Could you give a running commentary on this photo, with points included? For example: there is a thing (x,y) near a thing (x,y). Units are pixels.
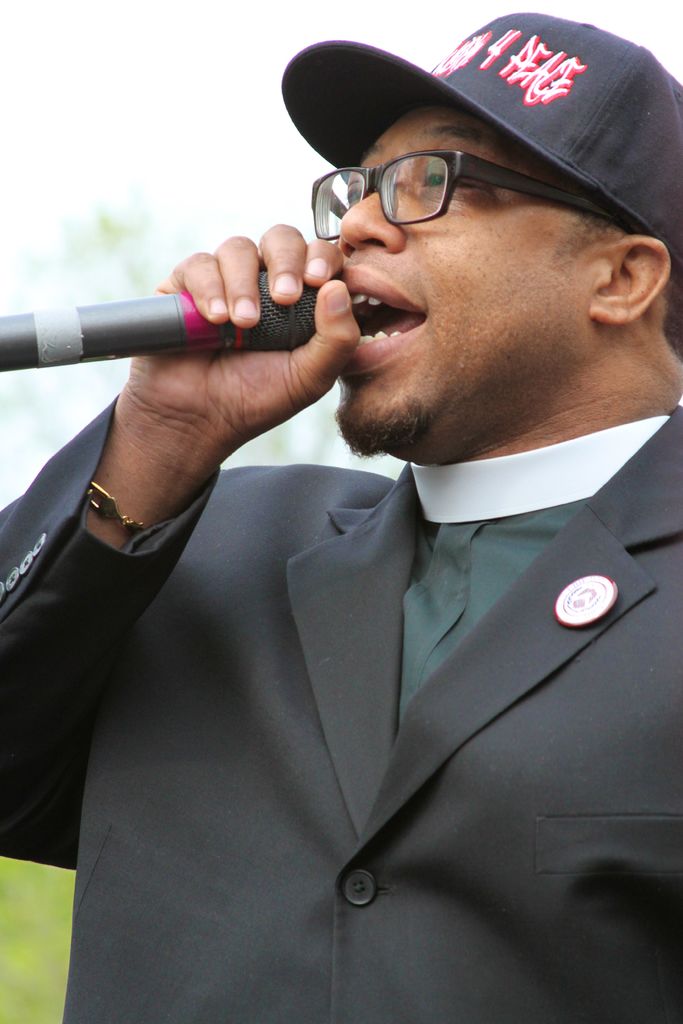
In this picture we can see a man (568,916) holding a microphone (263,272), he wore a cap (526,115) and spectacles (457,177), there is a blurry background (20,191).
